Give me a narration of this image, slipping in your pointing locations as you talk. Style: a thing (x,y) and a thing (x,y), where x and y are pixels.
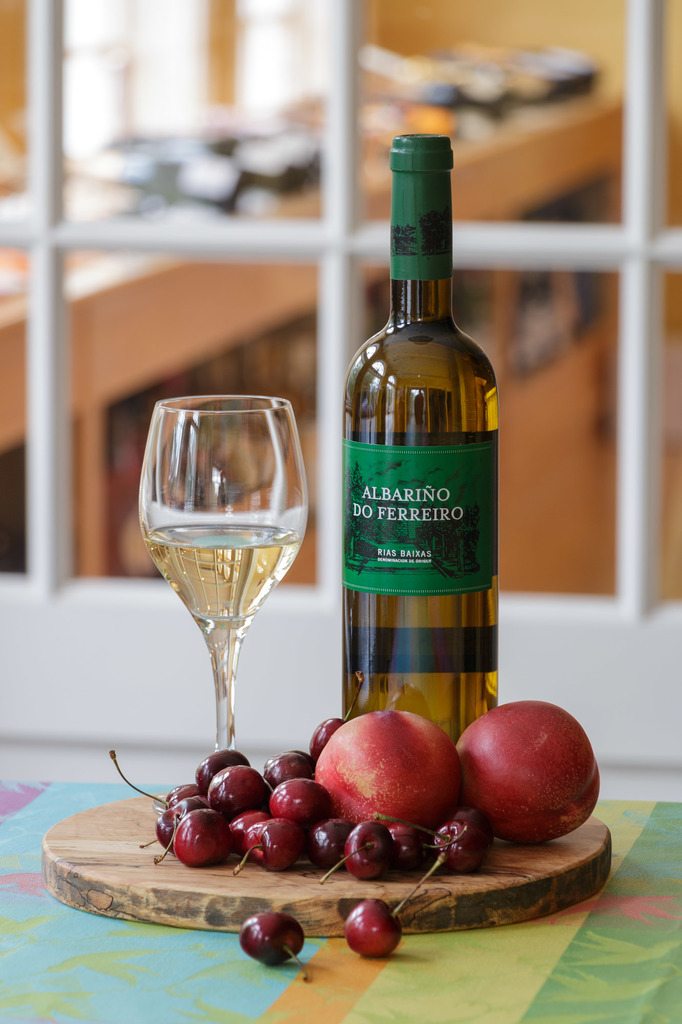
In this image I can see a table (141,999) covered with a cloth (70,920). On this table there is a wine bottle (432,567), beside this there is a glass (217,584) having some drink (220,572) in it. And also there is a wooden plate (239,889) having some fruits (324,815) in it. At the background (538,141) I can see a big table (130,303) having some bowls (245,158) on it.
